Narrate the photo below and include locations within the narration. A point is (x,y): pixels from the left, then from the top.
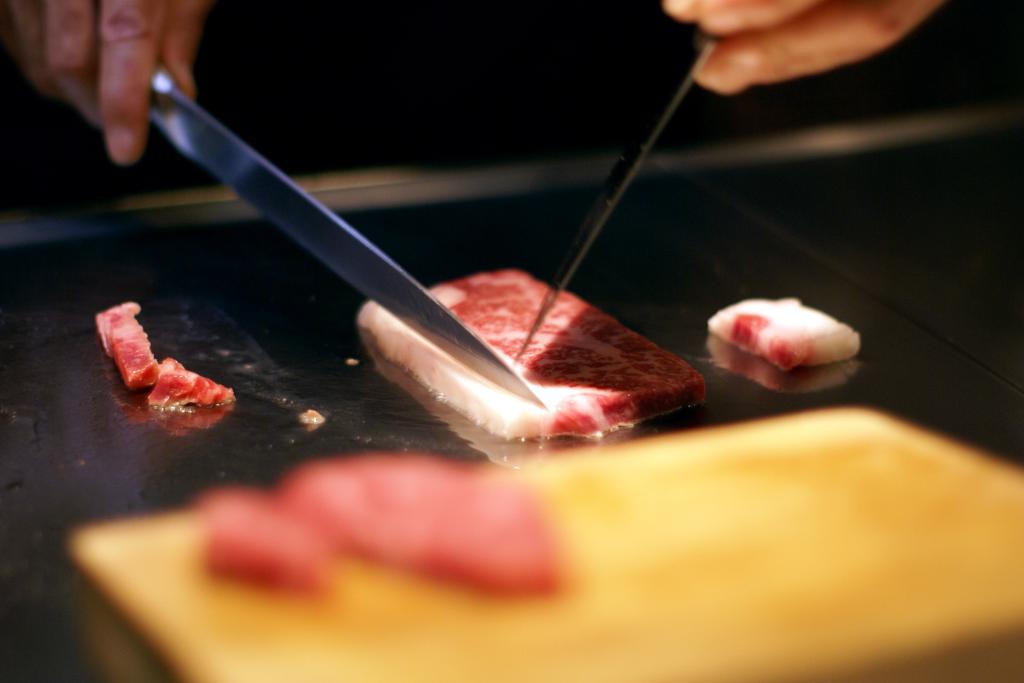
In this picture I can observe a piece of meat (527,329) on the black color surface (325,357). There are two knives (200,114) in the human hands (160,10) in this picture.
